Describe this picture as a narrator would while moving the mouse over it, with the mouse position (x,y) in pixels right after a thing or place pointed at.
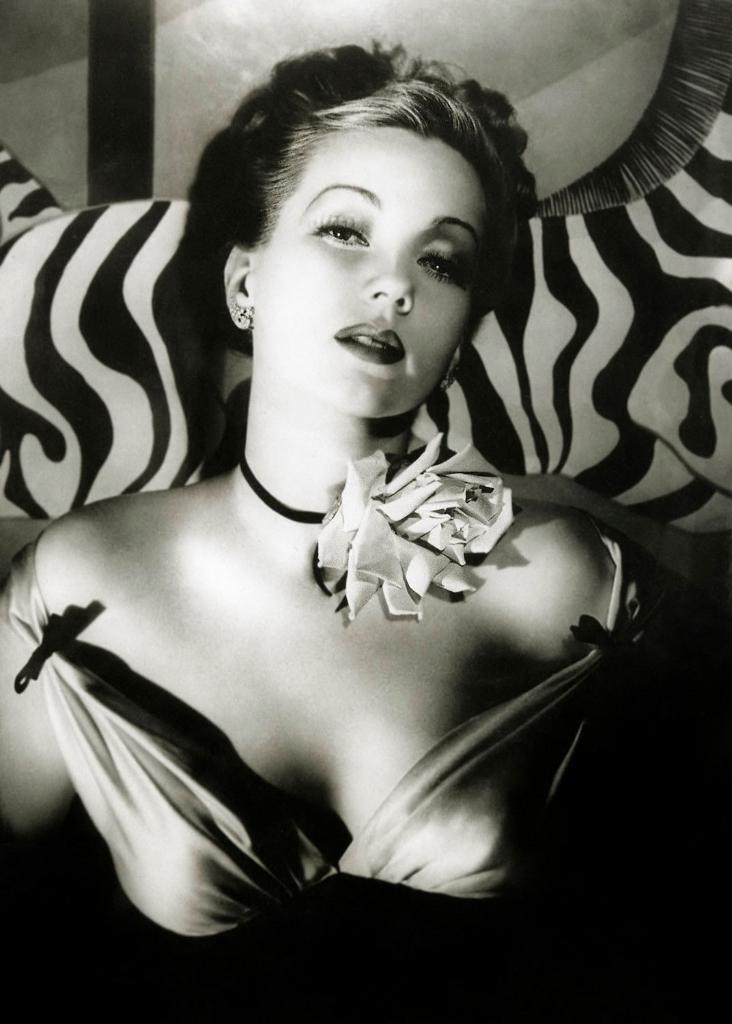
In this image I can see the person (303,877) with the dress (227,905). In the background (43,400) I can see an object (540,413) and this is a black and white image.
